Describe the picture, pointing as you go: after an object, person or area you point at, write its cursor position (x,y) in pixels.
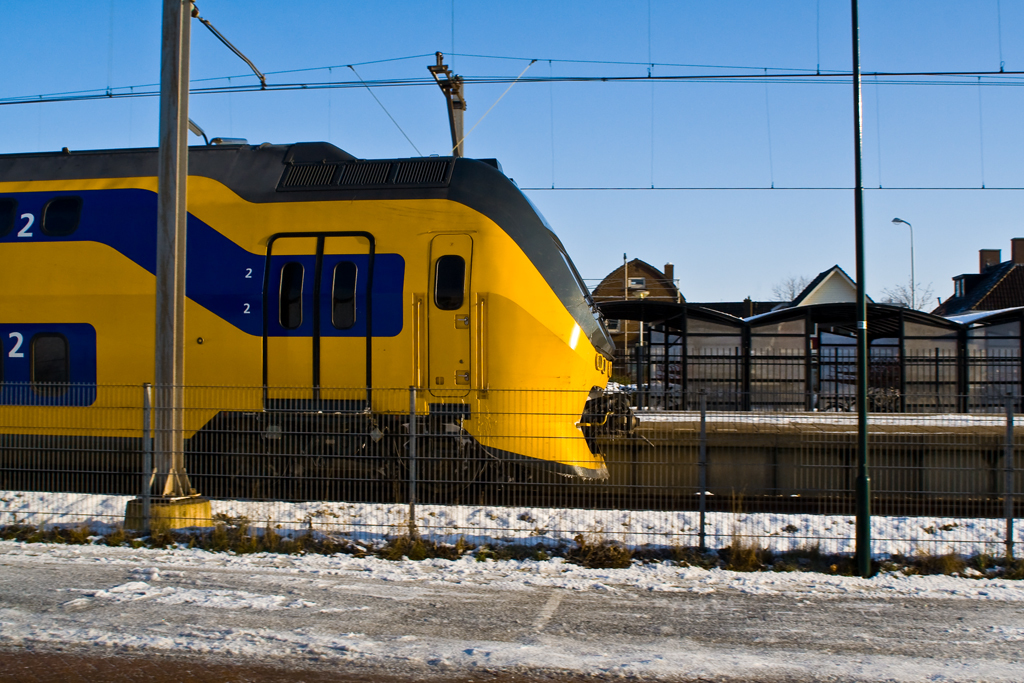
In this image there is a train (336,465) at left side of this image (324,456) and there is a fencing wall (372,479) at bottom of this image (495,503) and there some current poles (863,333) as we can see in middle of this image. There are some shelters (916,393) at right side of this image (772,334) and there is a sky (724,105) at top of this image (309,52).
